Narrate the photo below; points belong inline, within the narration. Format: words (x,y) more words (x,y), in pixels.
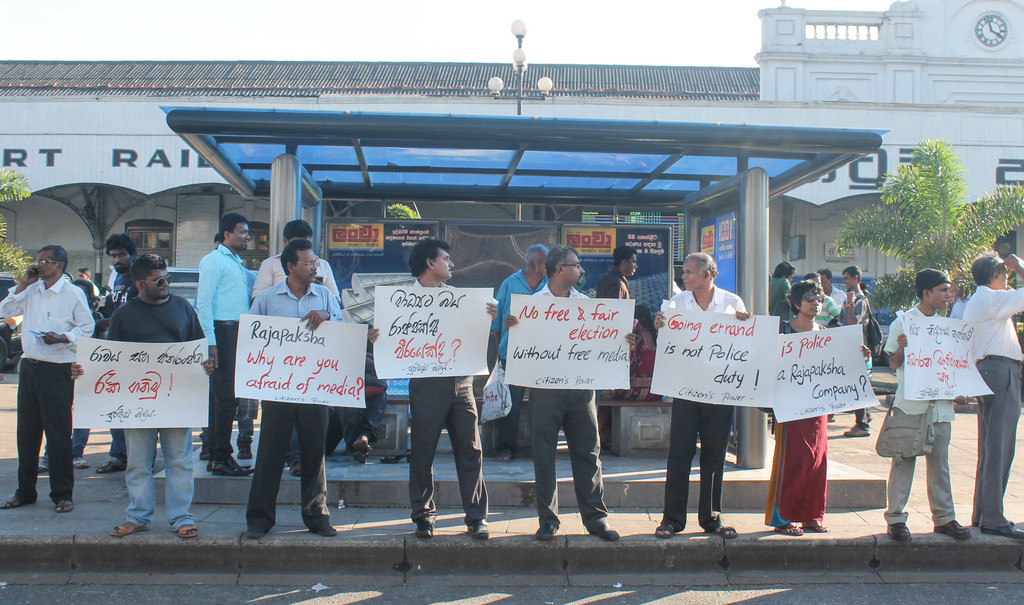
There are people (269,308) those who are standing in series in the center of the image (541,305), by holding posters (201,356) in their hands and there are people (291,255), vehicles (190,270), plants (880,286), lamp pole (528,97), shed (586,128) and a building (626,87) in the background (398,147) and there is sky (425,41) at the top side (605,34).
